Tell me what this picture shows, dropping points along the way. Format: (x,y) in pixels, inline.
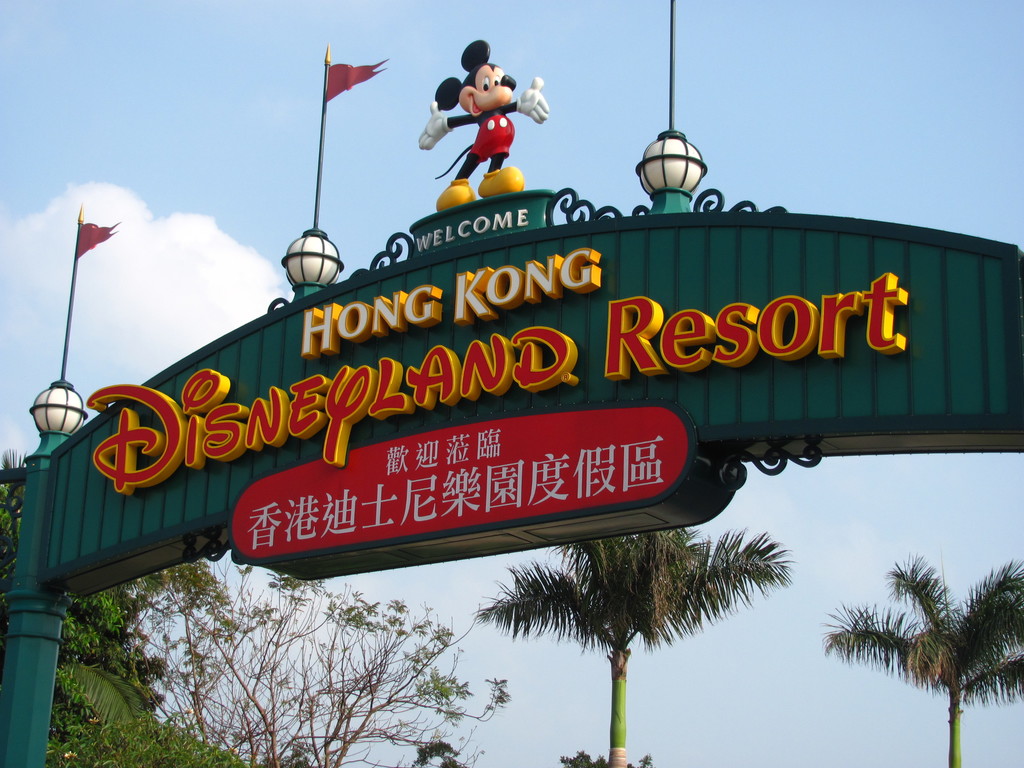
This is an arch shaped entrance (136,527) with pillar (51,681), lights (653,176) and flags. On that there is a name (364,378). Also there is a board (424,478) with something written on that. On top of that there is Mickey mouse toy (495,133). In the back (271,614) there are trees (398,689) and sky (171,133) with clouds (161,282).
